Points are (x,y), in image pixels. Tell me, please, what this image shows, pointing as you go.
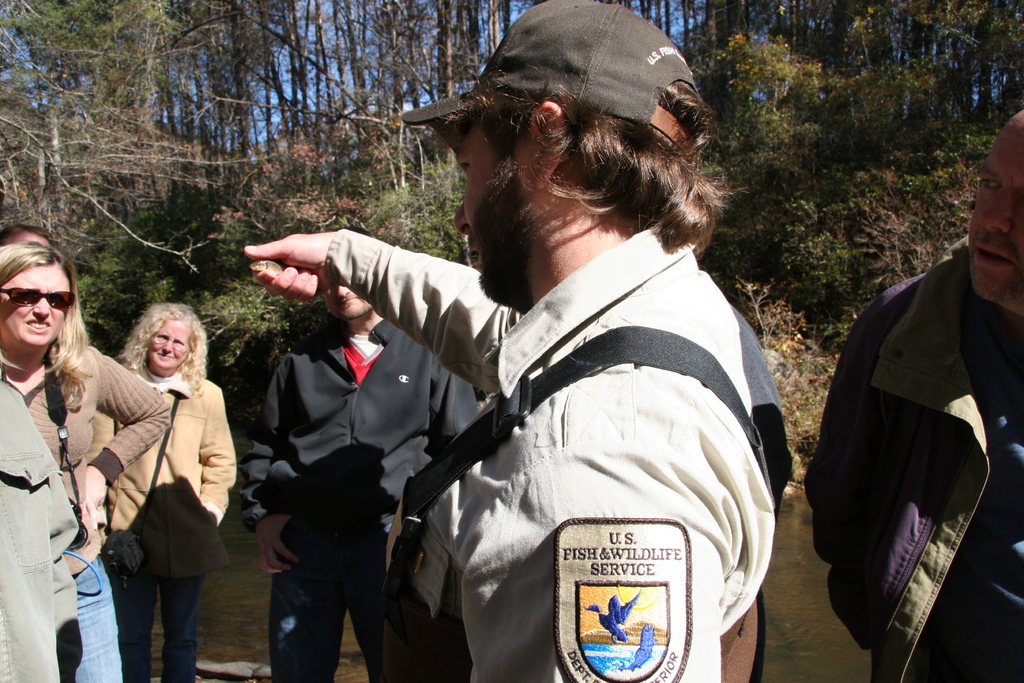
In the center of the image (492,232) a man (493,219) is standing and holding an object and wearing cap (530,84), bag (582,356). In the background of the image (993,407) we can see some persons (351,429) are standing. At the top of the image (155,74) we can see trees (292,64), sky (259,140). At the bottom of the image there is a ground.
